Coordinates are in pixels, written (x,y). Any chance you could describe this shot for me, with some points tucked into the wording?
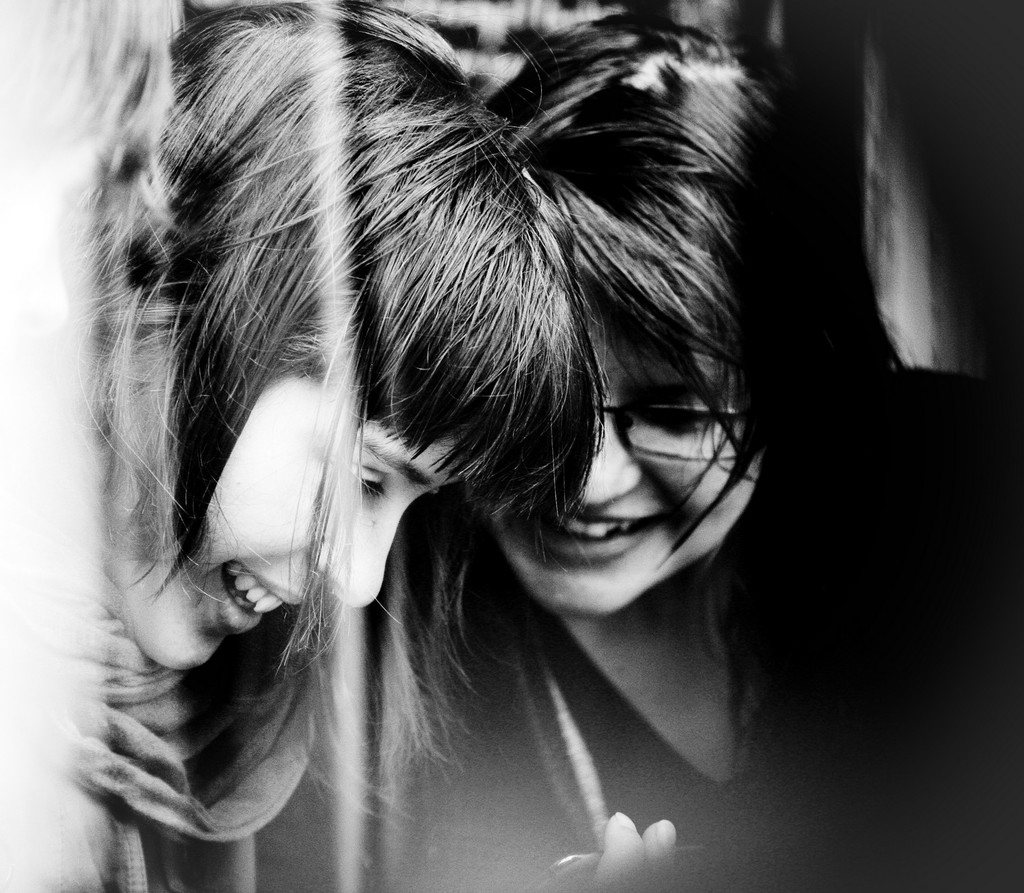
This image consists of two girls (250,586). It looks like a black and white image. The background (466,44) is blurred. On the left (176,790), the girl (181,814) is wearing a scarf (195,816).
